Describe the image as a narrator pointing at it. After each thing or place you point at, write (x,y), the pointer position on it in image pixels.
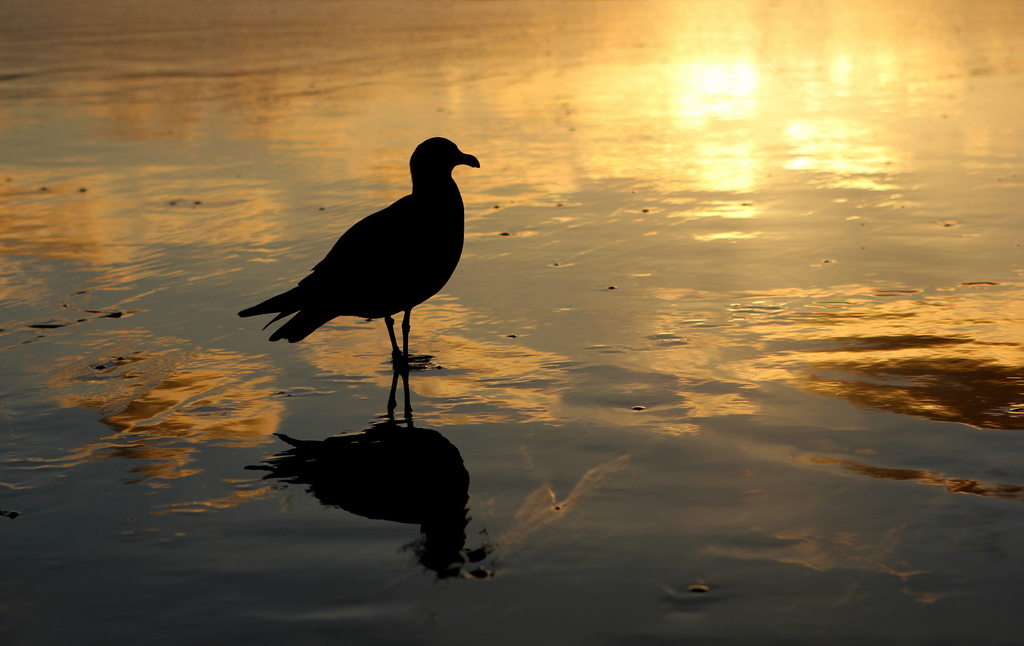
This picture is clicked outside. In the foreground (644,449) we can see a water body (252,93) and we can see a bird (447,203) standing and we can see some other items (15,513).
